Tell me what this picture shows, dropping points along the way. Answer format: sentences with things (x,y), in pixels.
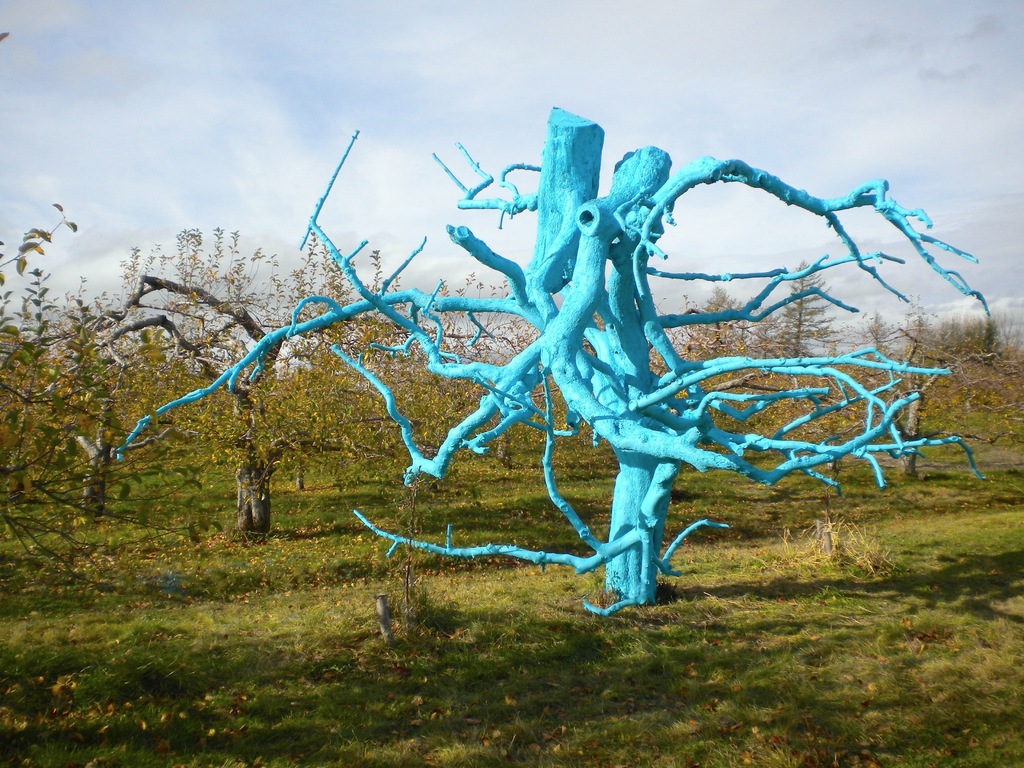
In this image we can see many trees (306,399). We can see a painted tree (576,363). There is a grassy land (756,566) in the image. We can see the cloudy sky (710,97) in the image.
